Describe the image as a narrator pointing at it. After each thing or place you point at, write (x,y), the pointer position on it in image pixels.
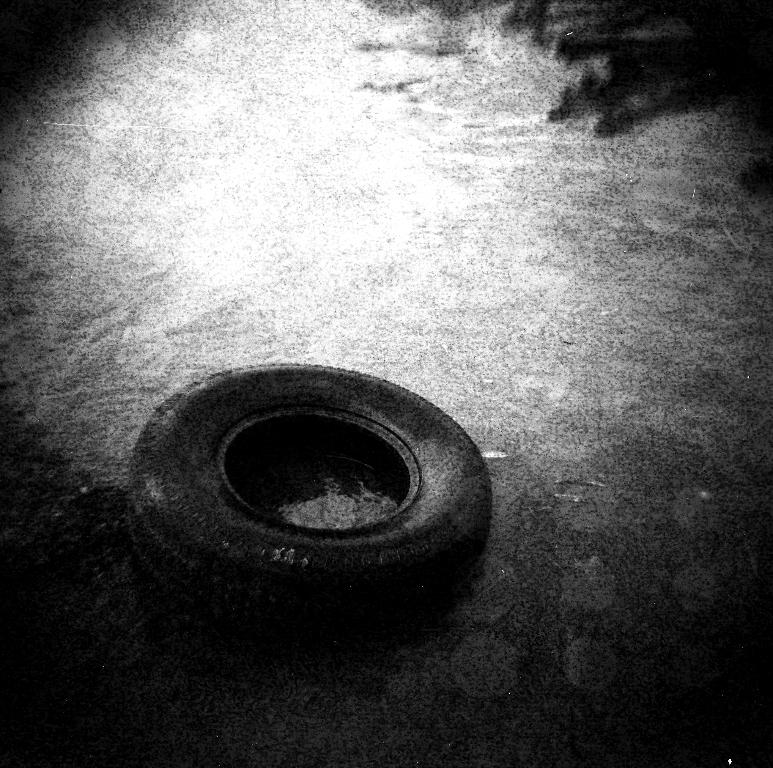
This image is a black and white image. This image is taken outdoors. At the bottom of the image (583,615) there is a floor (136,431) and in the middle of the image (313,434) there is a tire (254,488) on the floor (359,493).
